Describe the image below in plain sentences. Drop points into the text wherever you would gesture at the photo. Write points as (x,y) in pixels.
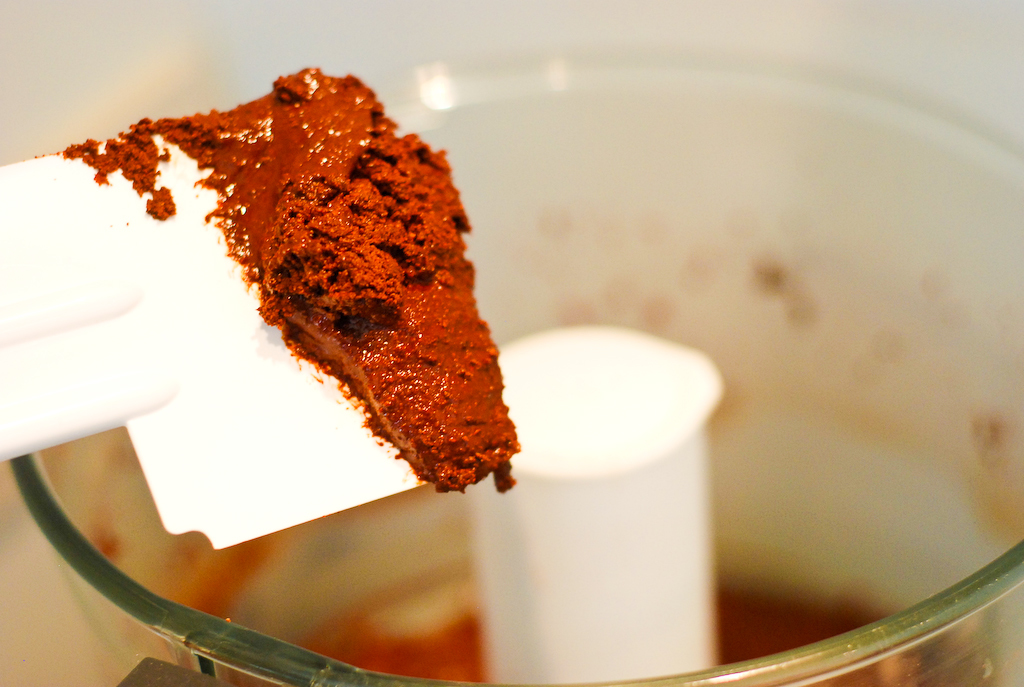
In this image we can see a white color spatula (208,463) to which we can see the brown color substance (310,182). The background of the image is blurred, where we can see the mixer jar (666,427).
